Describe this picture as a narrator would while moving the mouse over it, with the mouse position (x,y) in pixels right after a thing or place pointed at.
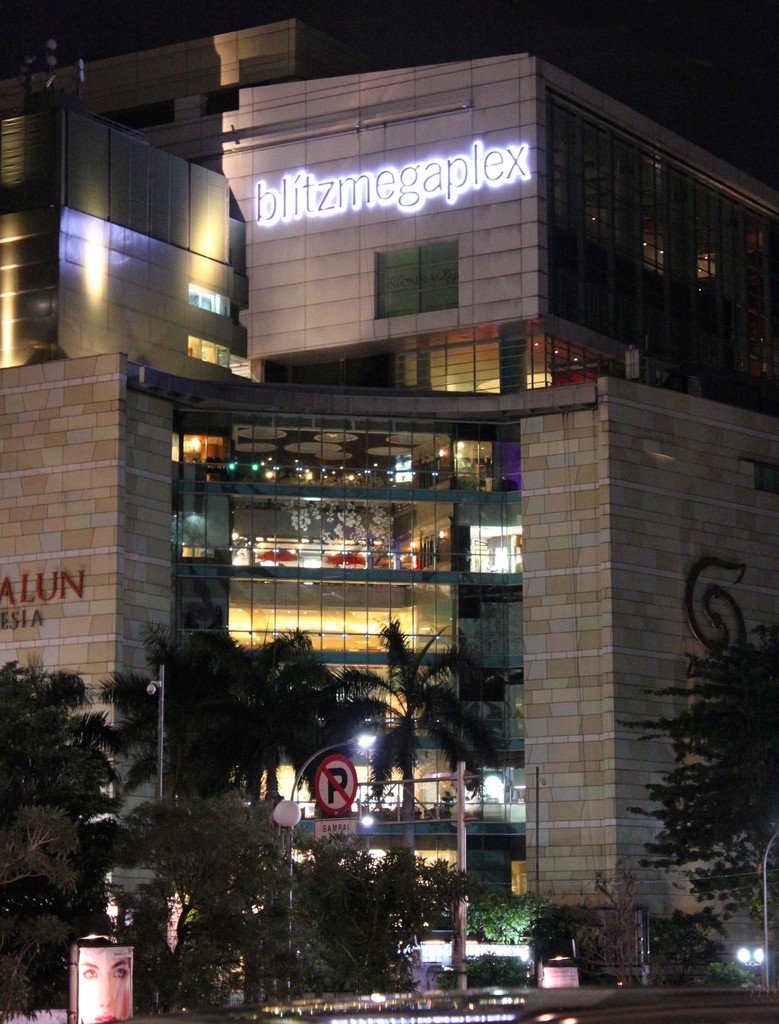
In this picture there are buildings (658,503) in the center of the image (360,638) and there are trees (57,874) on the right (527,917) and left side of the image (235,721), there is a sign pole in the center of the image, it seems to be the picture is captured during night time.
